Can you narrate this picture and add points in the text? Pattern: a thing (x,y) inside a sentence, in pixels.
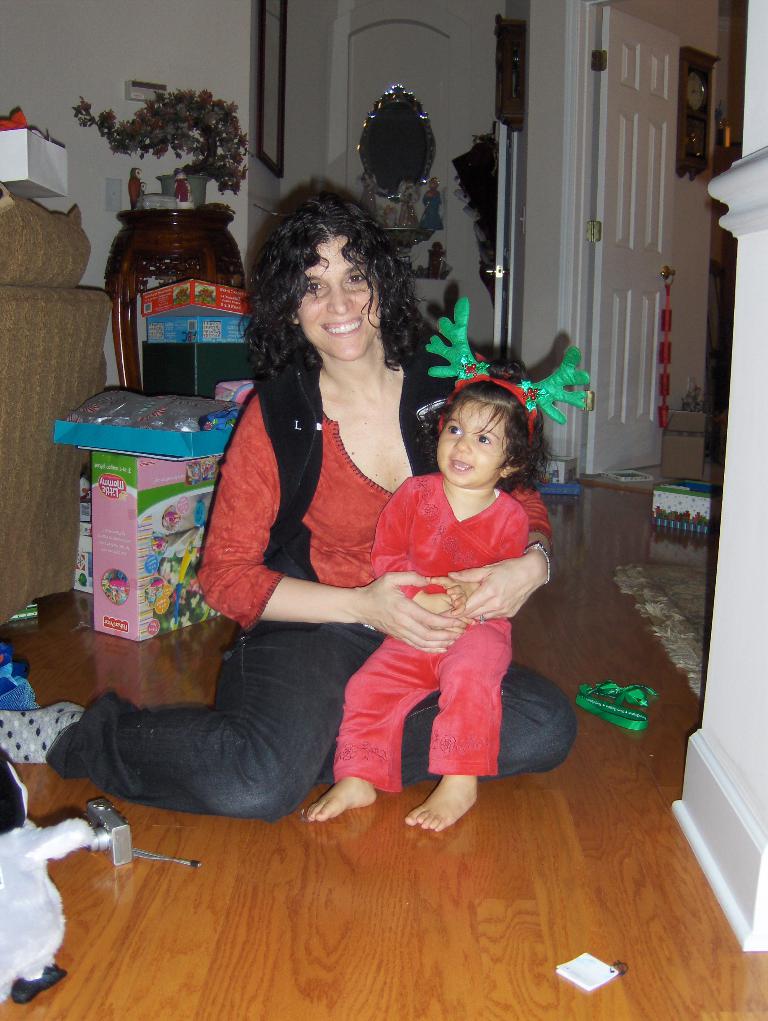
In this image we can see a woman (413,343) and a child (483,651) sitting on the floor (209,678). In the background (269,32) we can see doors (612,155), clock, wall hangings (258,71), flower pots (230,137), cartons (140,570), camera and a carpet (651,620).
